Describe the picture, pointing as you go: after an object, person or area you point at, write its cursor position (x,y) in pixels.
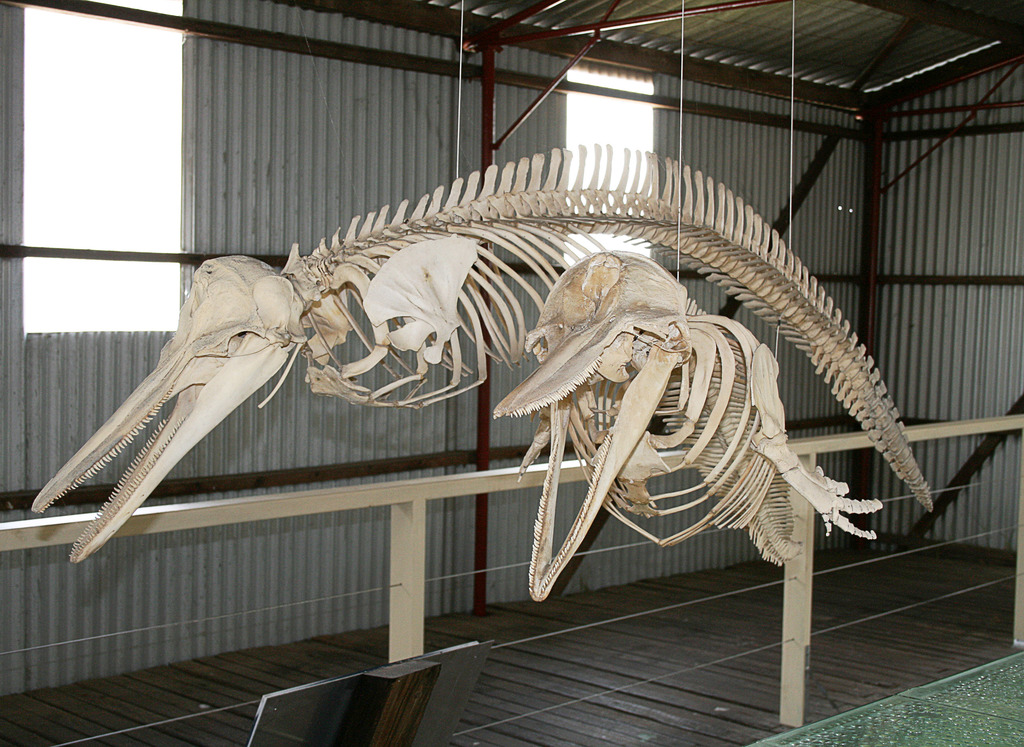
In this image we can see skeletons (537,267) hung with threads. Also there is a railing (350,490) with wooden pieces (331,509). In the back (367,131) there are asbestos walls (770,144). Also there are iron rods (880,179) and windows (592,114).
